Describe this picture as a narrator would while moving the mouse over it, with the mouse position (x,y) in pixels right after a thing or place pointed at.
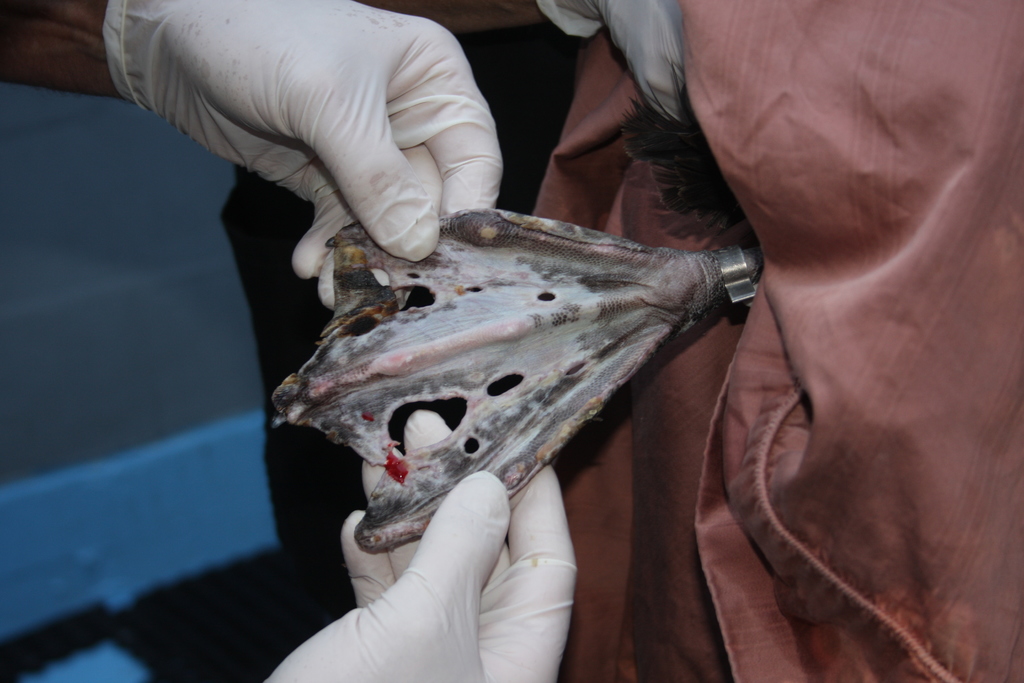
In this image there are people's hands (362,199) are visible, and the people (335,82) are wearing a gloves (348,188) and holding something. And on the right side (803,272) there is a cloth (752,25), and in the background (208,208) there is table (70,548), wall (165,233) and floor (155,603).
